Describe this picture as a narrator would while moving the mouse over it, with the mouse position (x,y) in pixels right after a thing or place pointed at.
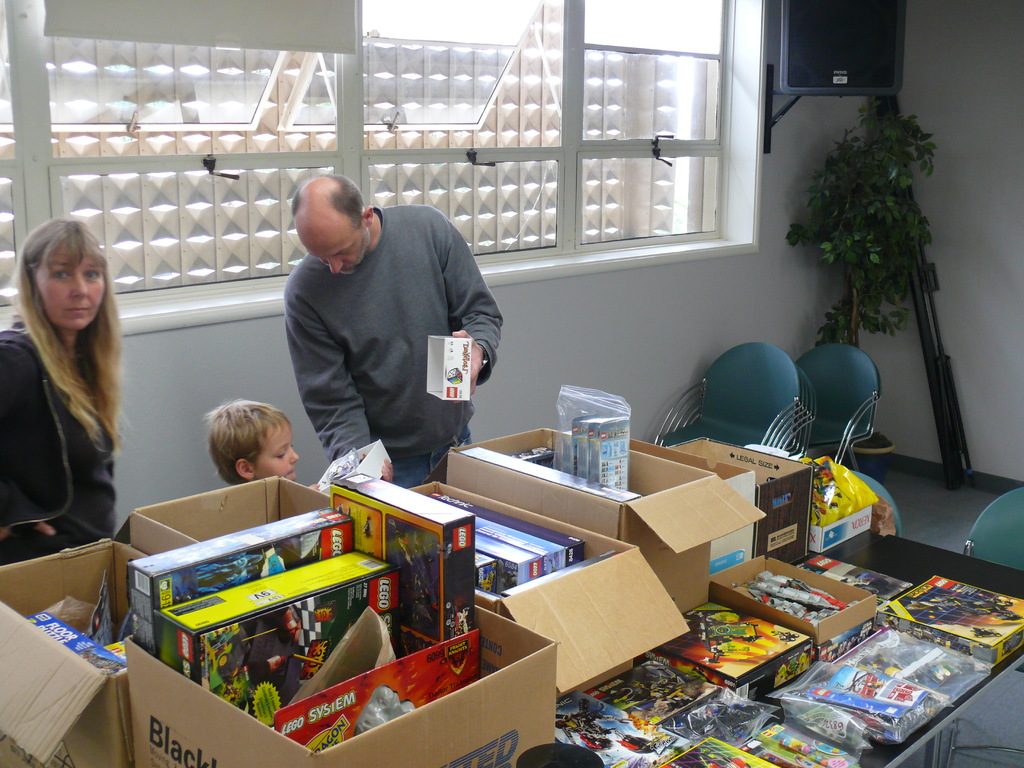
In this image, there is a inside view of a room (302,167). There are three persons (56,355) standing in front of the table (960,573). This table (874,637) contains boxes (481,681). There is a speaker (873,76), plant (878,110) and some chairs (1000,501) on the right side of the image (1003,539).
